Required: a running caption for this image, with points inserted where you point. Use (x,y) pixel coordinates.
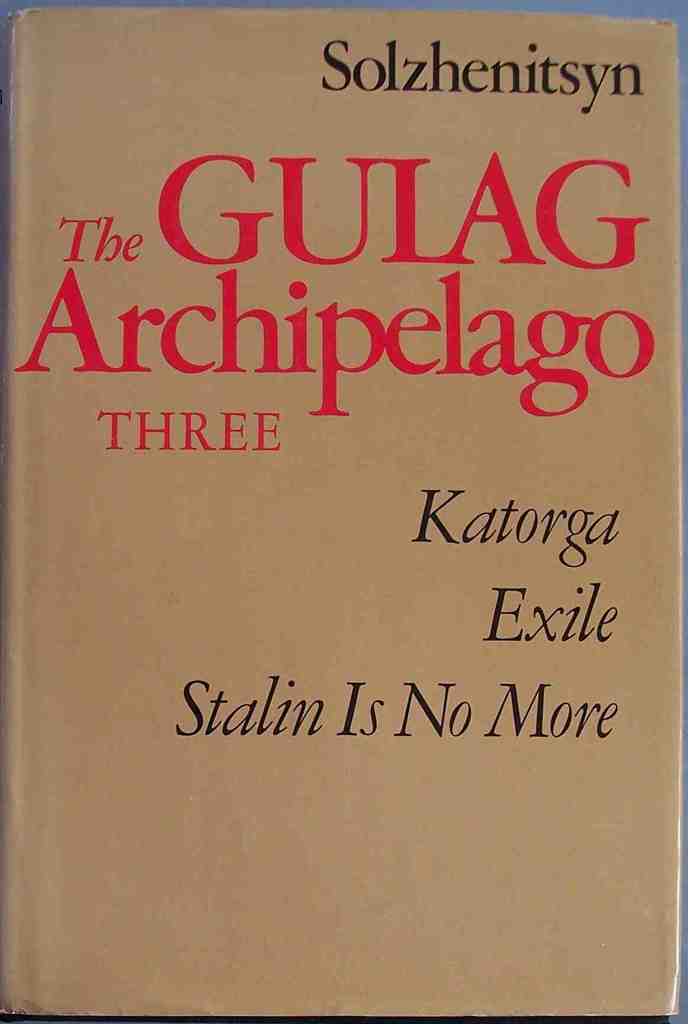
This is the picture of a cover (291,437) of a book (291,437) on which there are some things (375,161) written with red and black color.
